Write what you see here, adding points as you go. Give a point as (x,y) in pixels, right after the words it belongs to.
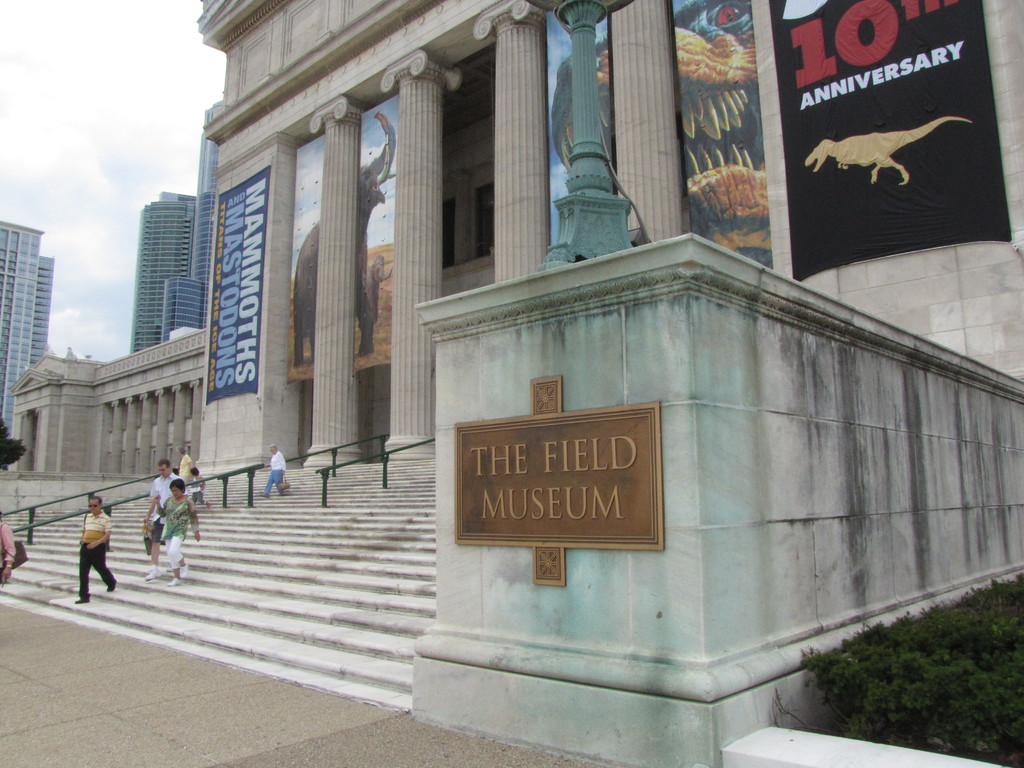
In this picture I can see some people (170,529) on the steps (199,555). Beside them I can see the railing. On the right (749,298) I can see the monument (638,270). In the background (24,251) I can see many the buildings (136,305). In the top right corner (714,139) I can see the banner (833,211) and posters (698,80) which are placed on this wall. At the top (531,175) I can see the pillar (600,177). In the center (564,473) there is a board (512,489) of the museum (432,381). In the top left corner (123,94) I can see the sky (55,82) and clouds (52,115). In the bottom right corner (929,699) I can see the plants (932,637) near to the wall (698,690).
